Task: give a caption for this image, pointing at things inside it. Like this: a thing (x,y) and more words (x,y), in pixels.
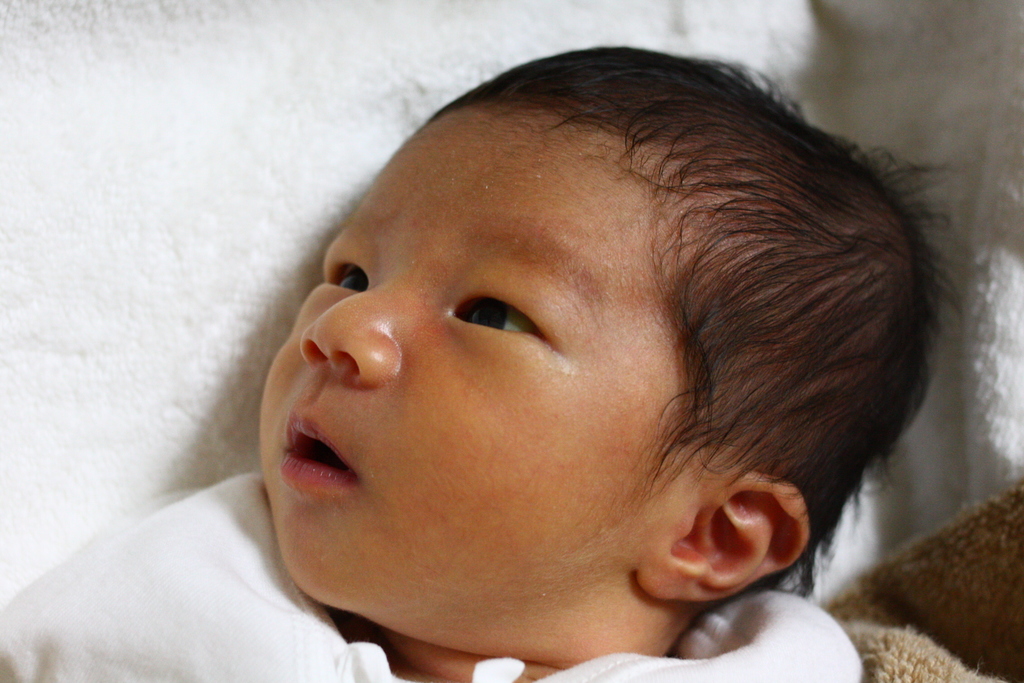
In this picture we can see a baby (543,165) lying on a white cloth (1014,187).
